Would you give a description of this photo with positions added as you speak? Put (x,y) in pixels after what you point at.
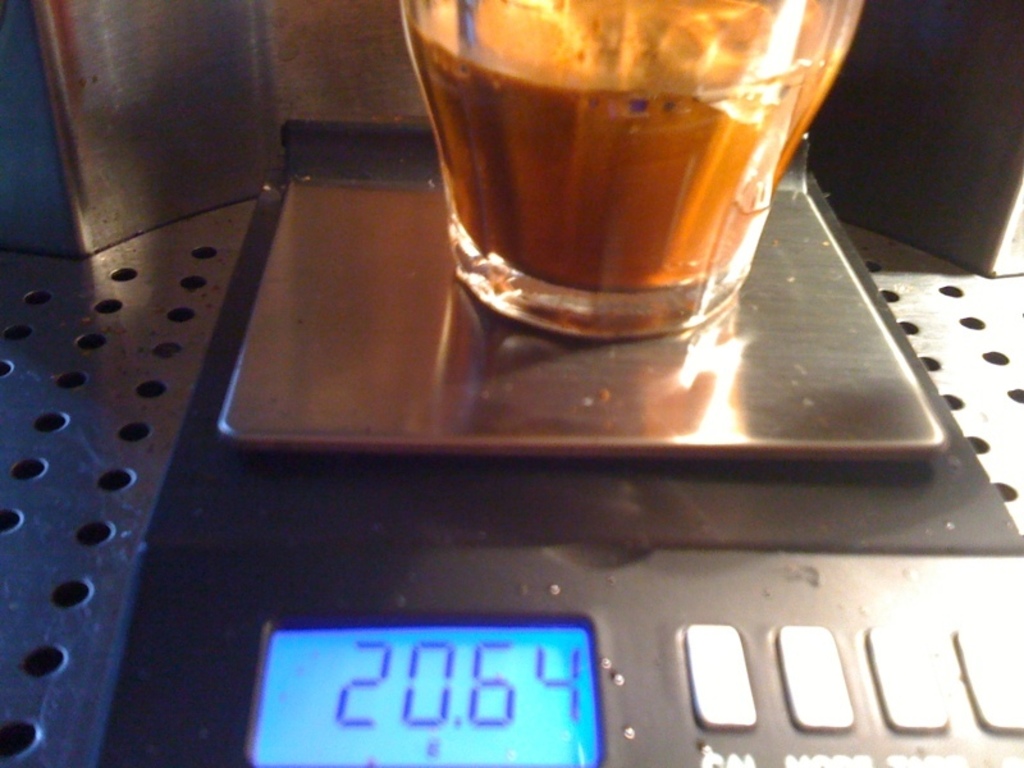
In this picture, we see the espresso machine (166,42) and a cup (765,150) containing a coffee (449,169). At the bottom (563,748), we see the digital display (369,749) which is displaying the digits (339,714). Beside that, we see the white color buttons (929,653).
